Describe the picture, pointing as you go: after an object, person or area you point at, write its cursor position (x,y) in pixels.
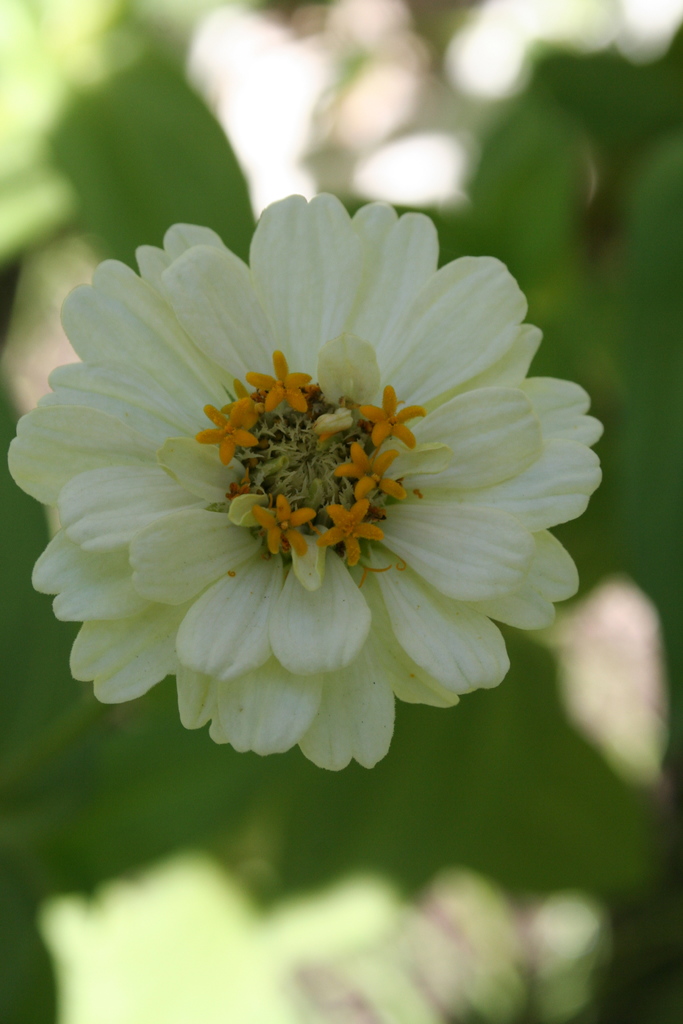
In the front of the image (420,502) there is a flower (420,491). In the background of the image (427,940) it is blurry.
